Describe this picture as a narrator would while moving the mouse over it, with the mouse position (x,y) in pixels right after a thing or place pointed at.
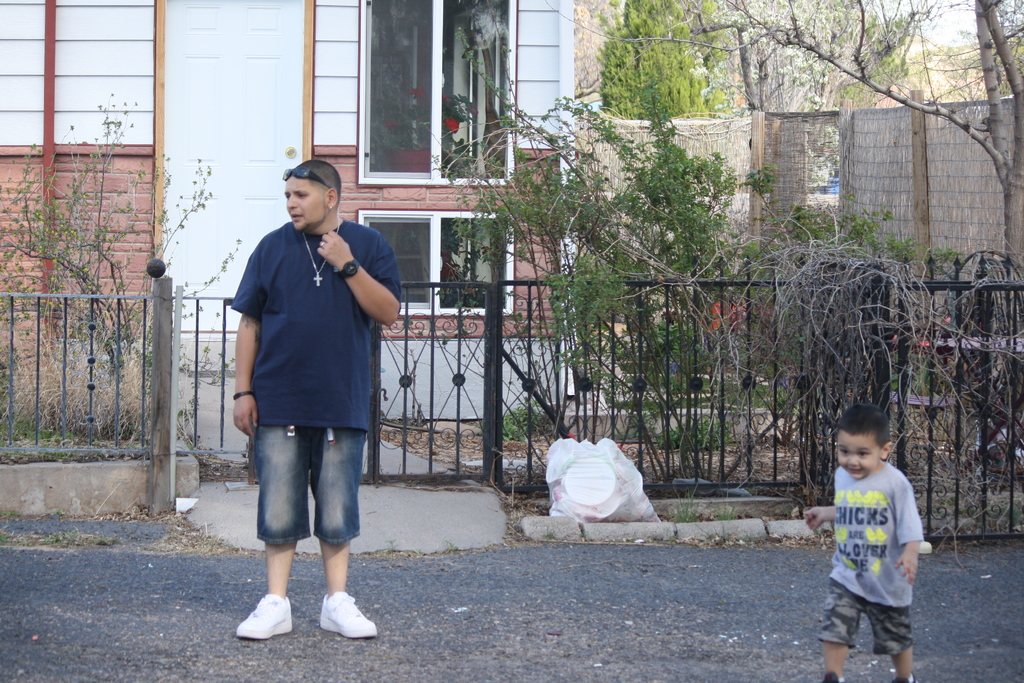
At the bottom of the image (593,600) there is a road (750,604). On the road (750,604) there are two persons (850,518) standing. There is a man (306,212) with goggles (288,174) on his head (306,212). Behind them there is a railing (66,350). Behind the railing (492,326) there are plants (667,251). And also there is a building (254,34) with walls (340,98), windows (454,121) and a door (235,33). In the background (939,139) there is fencing (939,139). Behind the fencing (756,136) there are trees (733,70).
